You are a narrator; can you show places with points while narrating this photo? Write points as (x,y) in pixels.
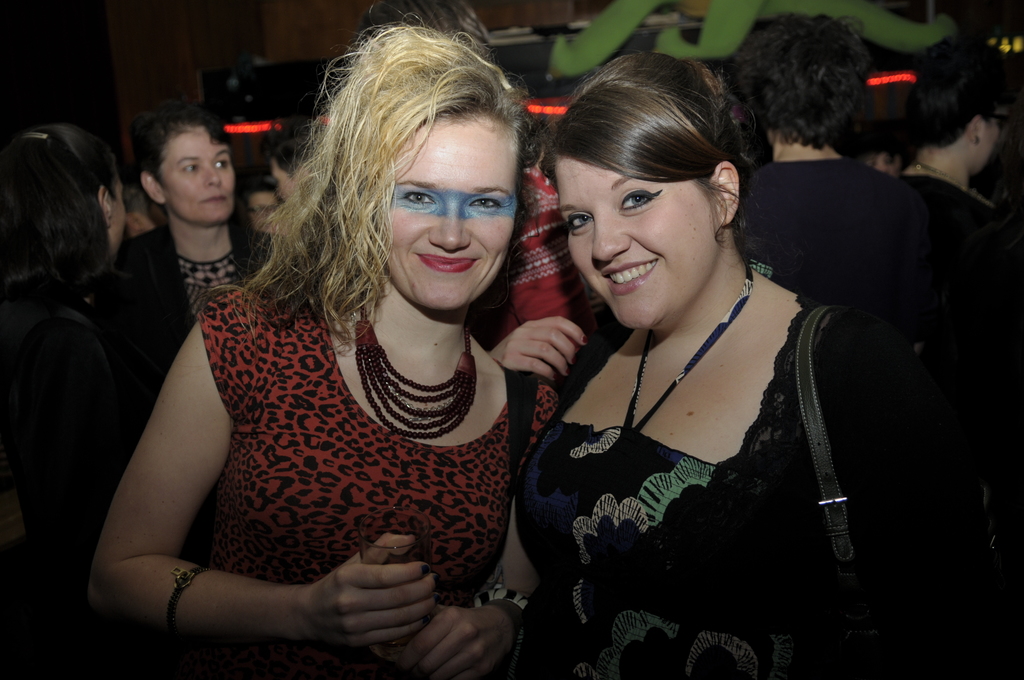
In this image, we can see a group of people (733,379) wearing clothes (693,477). There is a person (698,308) on the right side of the image (745,316), wearing a bag (810,406).
